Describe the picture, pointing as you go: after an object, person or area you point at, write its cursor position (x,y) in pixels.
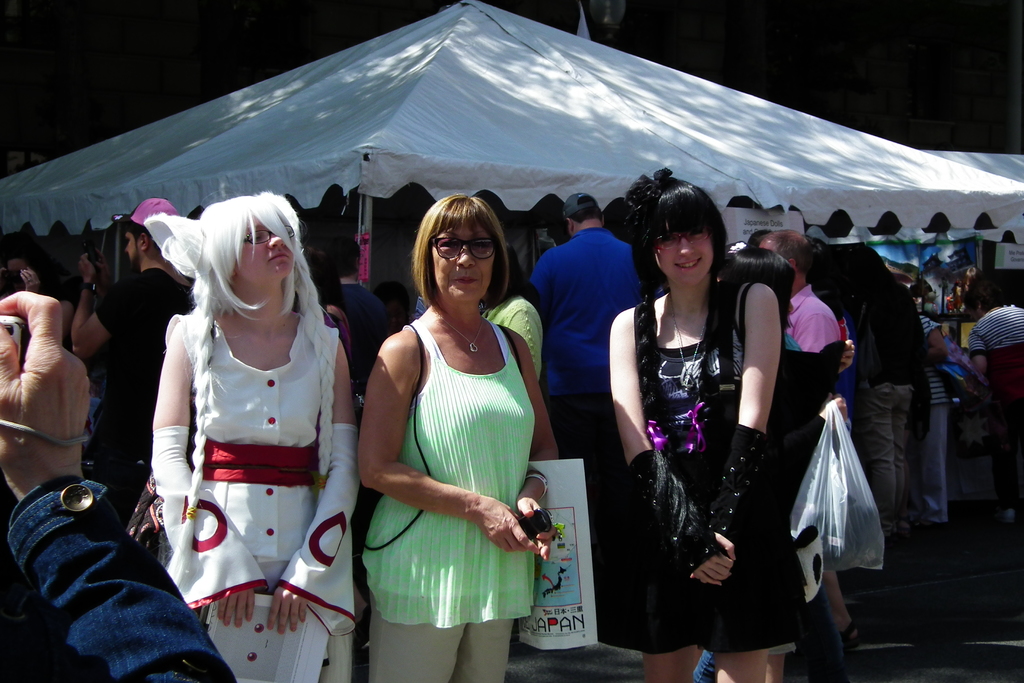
In front of the picture, we see three women (545,452) are standing. The woman (487,495) in the green dress (444,433) is holding a plastic bag (561,602) in her hands (536,493). Behind them, we see people (582,250) are standing under the white tent (424,128). In the left bottom of the picture (83,558), we see a man (55,415) is holding a camera (17,323) in his hands (3,452). In the background (952,43), it is black in color.
